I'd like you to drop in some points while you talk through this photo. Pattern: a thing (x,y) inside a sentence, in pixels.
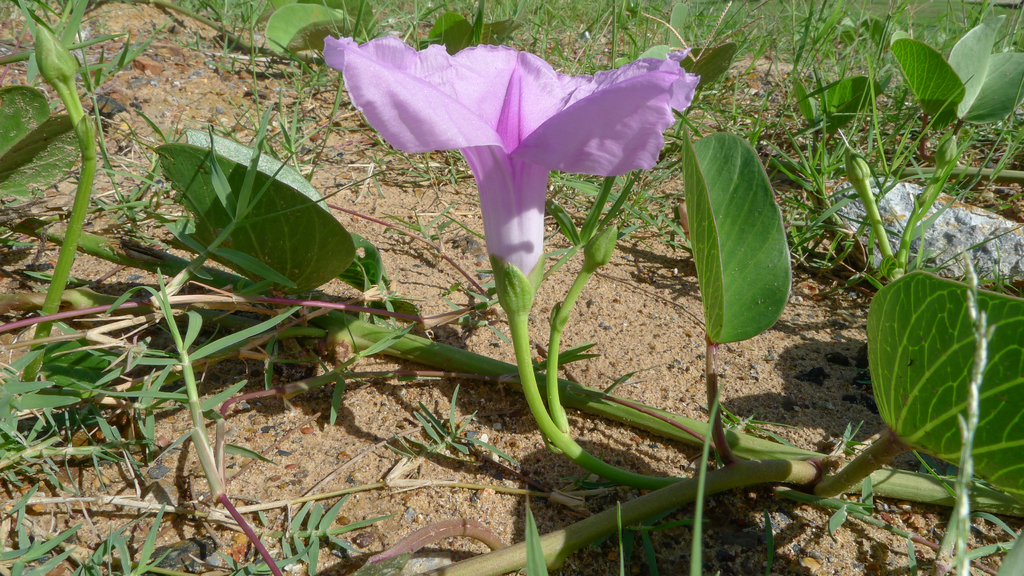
In this image, we can see flower plants (377,329).
